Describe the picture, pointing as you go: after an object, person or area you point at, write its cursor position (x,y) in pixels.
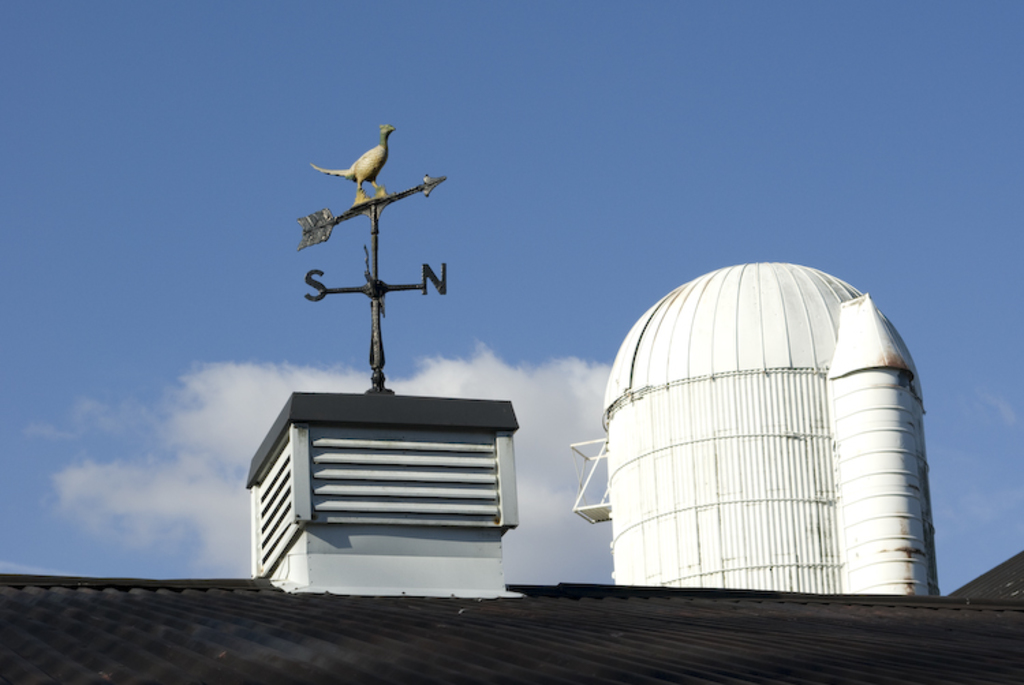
In this image at the bottom (461,623) there is a roof (774,625), and in the center (347,454) there is some box (318,492) and poles (372,275) and statue (359,189). And on the right side (887,431) there is a building (706,351), at the top (666,112) there is sky (190,178).
